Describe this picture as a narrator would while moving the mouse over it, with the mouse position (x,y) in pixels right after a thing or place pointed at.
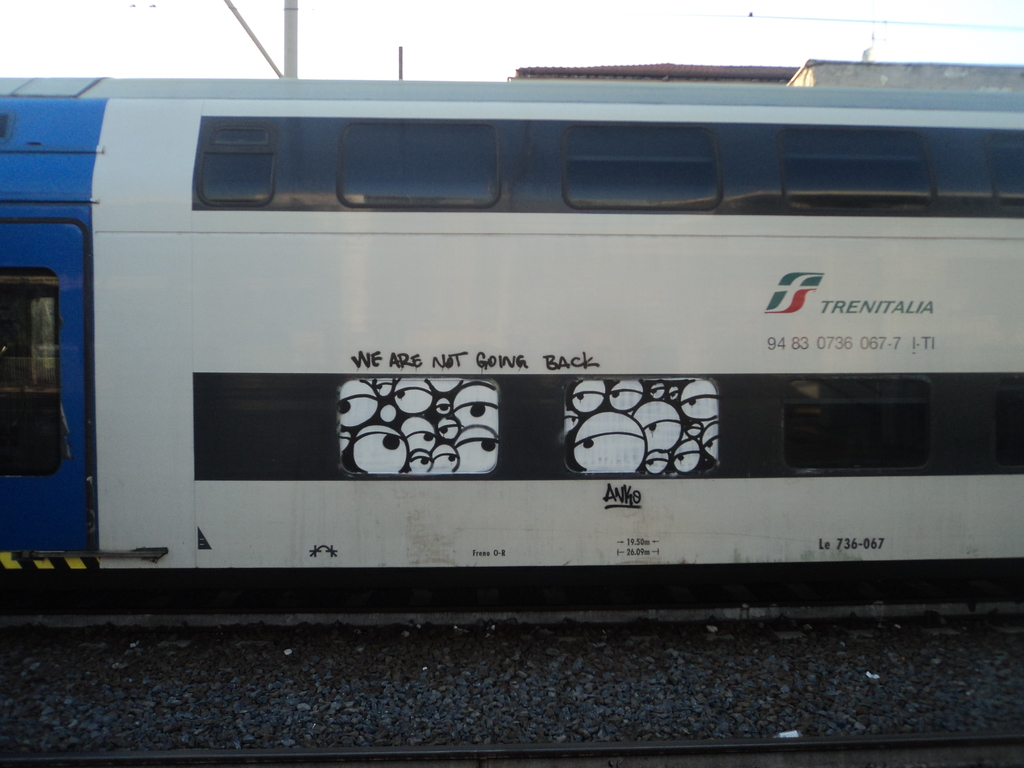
In this image I see a train (777,305) which is of blue and white in color and I see the windows (669,196) on it and I see something is written. In the background (267,54) I see a pole (296,2) over here and I see the sky (438,25).
